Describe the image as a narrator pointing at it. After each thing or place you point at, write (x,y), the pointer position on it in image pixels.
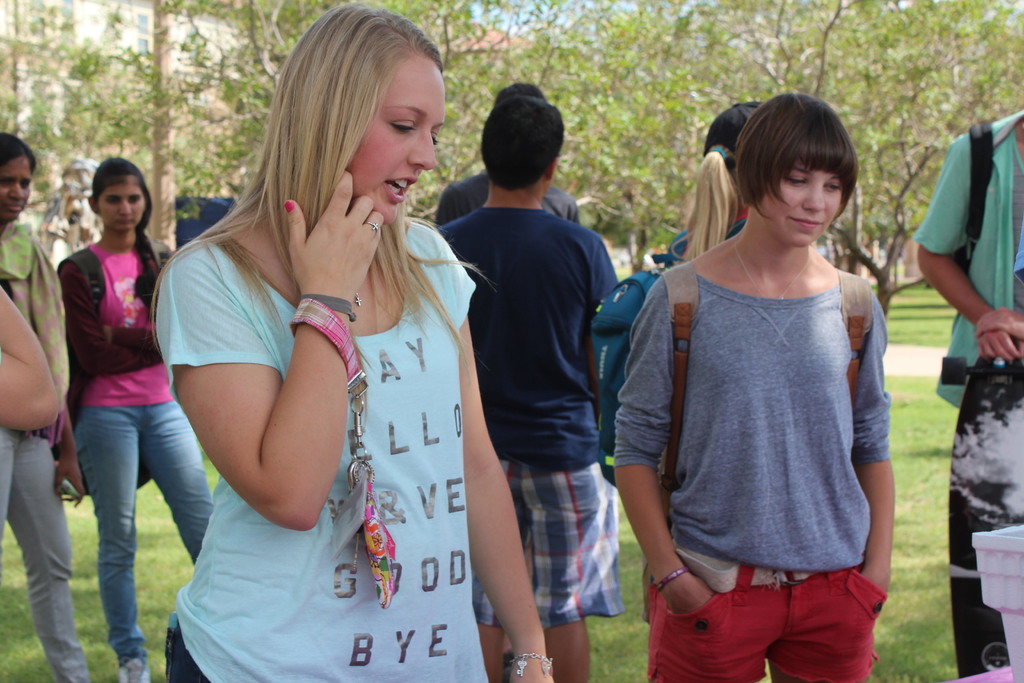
In front of the image there is a lady (408,559) standing. Around her hand (331,357) there is a tag (362,443) with an identity card (365,492). Behind her there are few people (809,446) standing. On the ground (932,528) there is grass (932,532). In the background (78,119) there are trees (79,136). Behind the trees (186,45) on the left side (201,42) there is a building (147,45).
